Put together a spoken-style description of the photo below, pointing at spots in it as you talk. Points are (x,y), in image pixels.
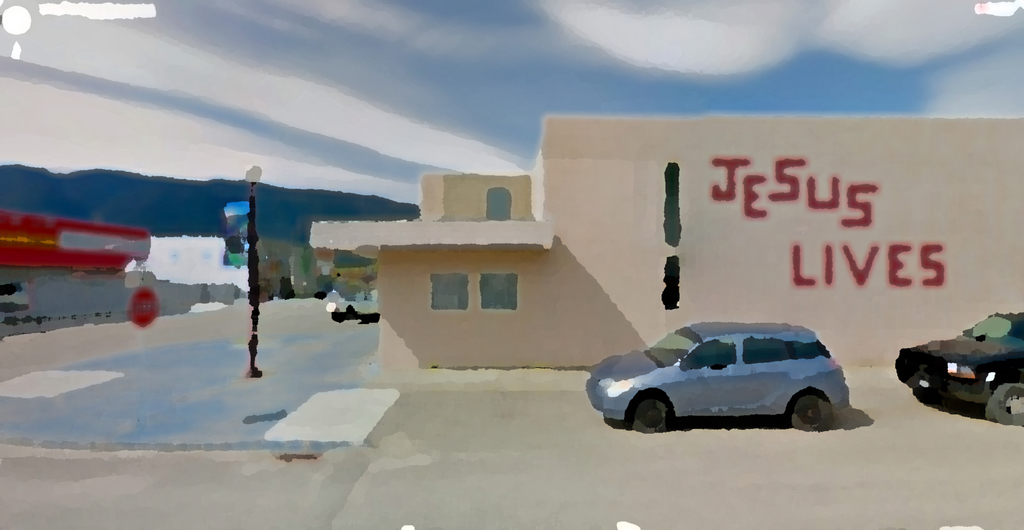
This picture shows a painting and we see buildings (729,291) and few cars (697,344) and a pole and we see text (771,198) on the wall (964,219) of the building (713,266) and we see a blue cloudy Sky (766,62).
